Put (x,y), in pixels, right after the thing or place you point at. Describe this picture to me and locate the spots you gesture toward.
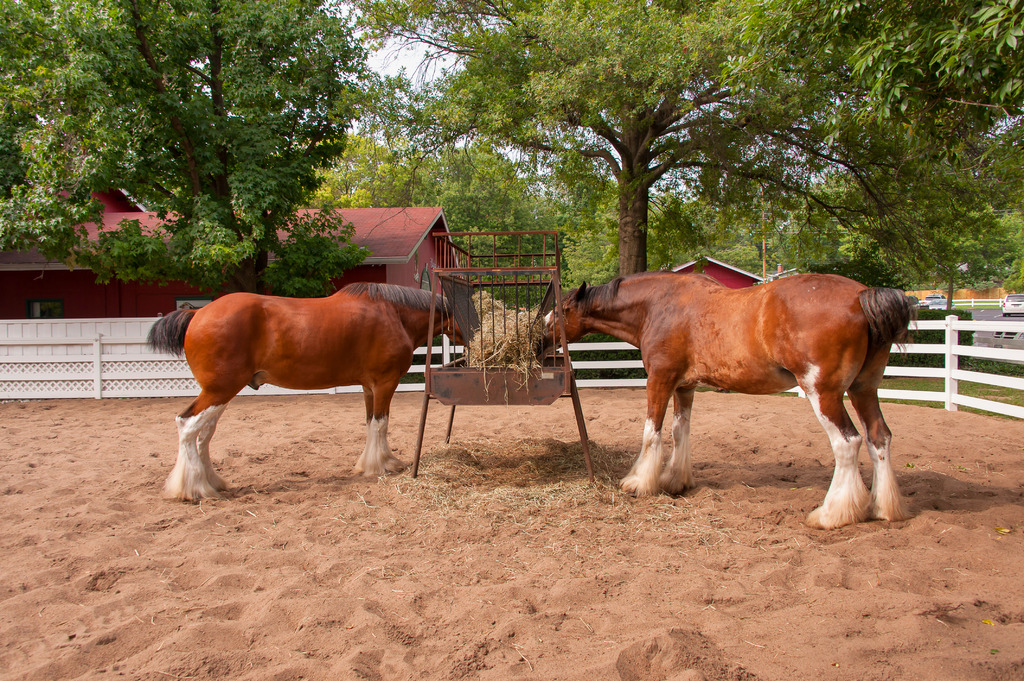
At the bottom (553,597) I can see the sand (407,642). Here I can see two horses (285,371) eating the grass (505,346). In the background (369,202) there is a house (358,221) and trees (295,156). On the right side (947,359) there is a fencing (940,374) and also there are two cars (931,309) on the road (988,313).
